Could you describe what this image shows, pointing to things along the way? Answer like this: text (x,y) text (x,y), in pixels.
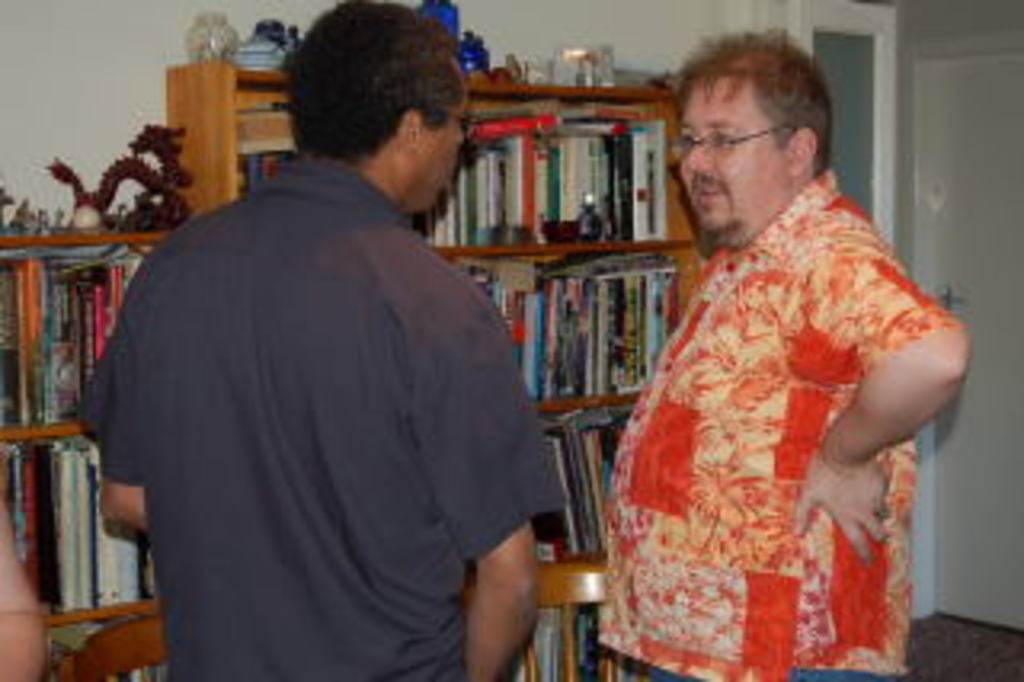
In this picture we can see two persons (664,365), side we can see a book shelves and door (849,38) to the wall (552,29).
